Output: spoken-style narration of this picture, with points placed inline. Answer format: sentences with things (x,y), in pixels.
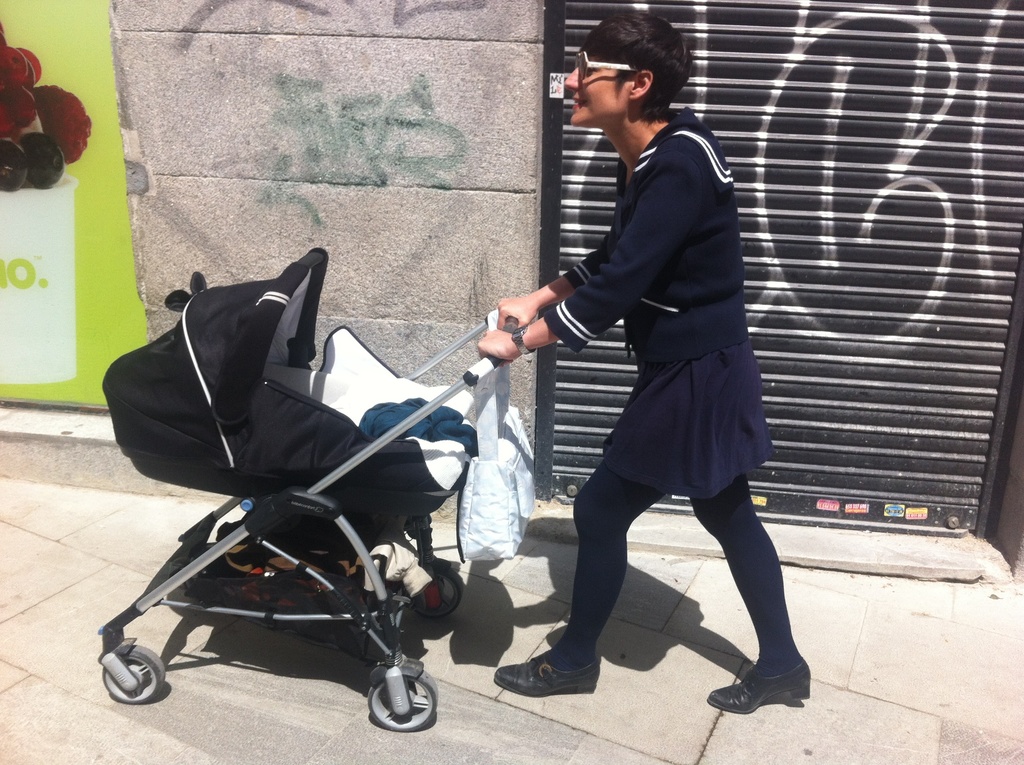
In this image I can see the person (702,350) walking and holding the stroller (258,395). The stroller (342,391) is in black and white color and the person (646,346) is wearing the navy blue color dress (634,423). To the side of the person (646,198) I can see the shutter (610,405) and the wall (216,141).
